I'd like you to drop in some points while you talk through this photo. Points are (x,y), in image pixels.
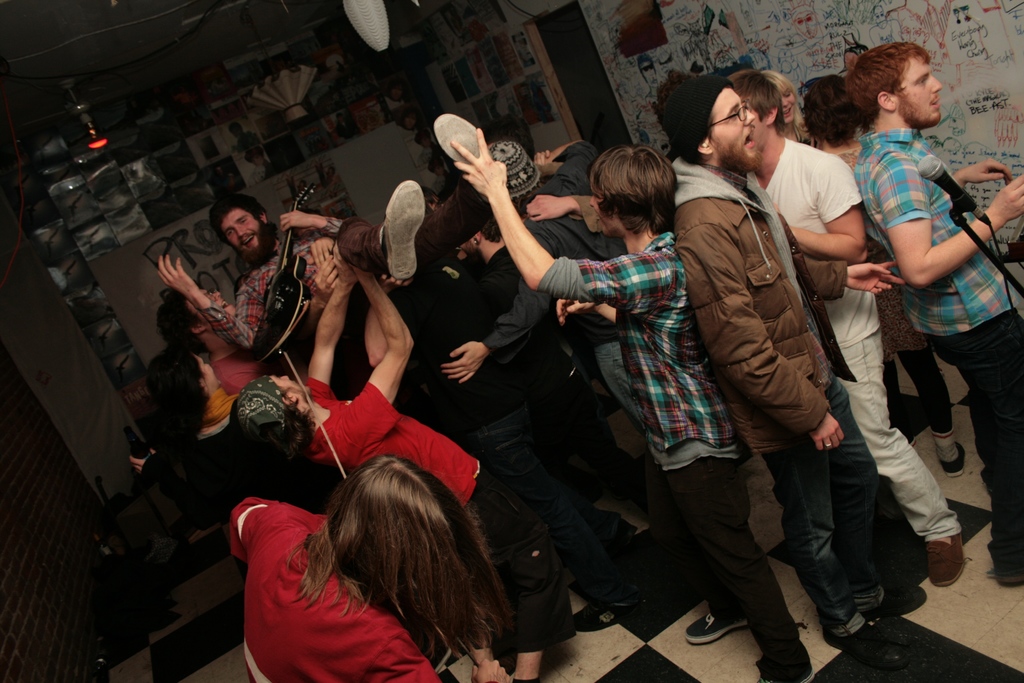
In this image we can see a group of people (897,396) standing on the floor (658,627). One person (848,537) is wearing coat (725,220), spectacles (734,110) and a cap (705,134). One person (369,233) is holding a guitar (277,312) in his hand (293,216). To the right side of the image (941,187) we can see a, microphone (953,193) placed on the stand (968,230). In the background (1003,153), we can see a wall (988,81) with some text (763,49), the group of lights (373,7) and photos (163,188) on the wall (195,228).
